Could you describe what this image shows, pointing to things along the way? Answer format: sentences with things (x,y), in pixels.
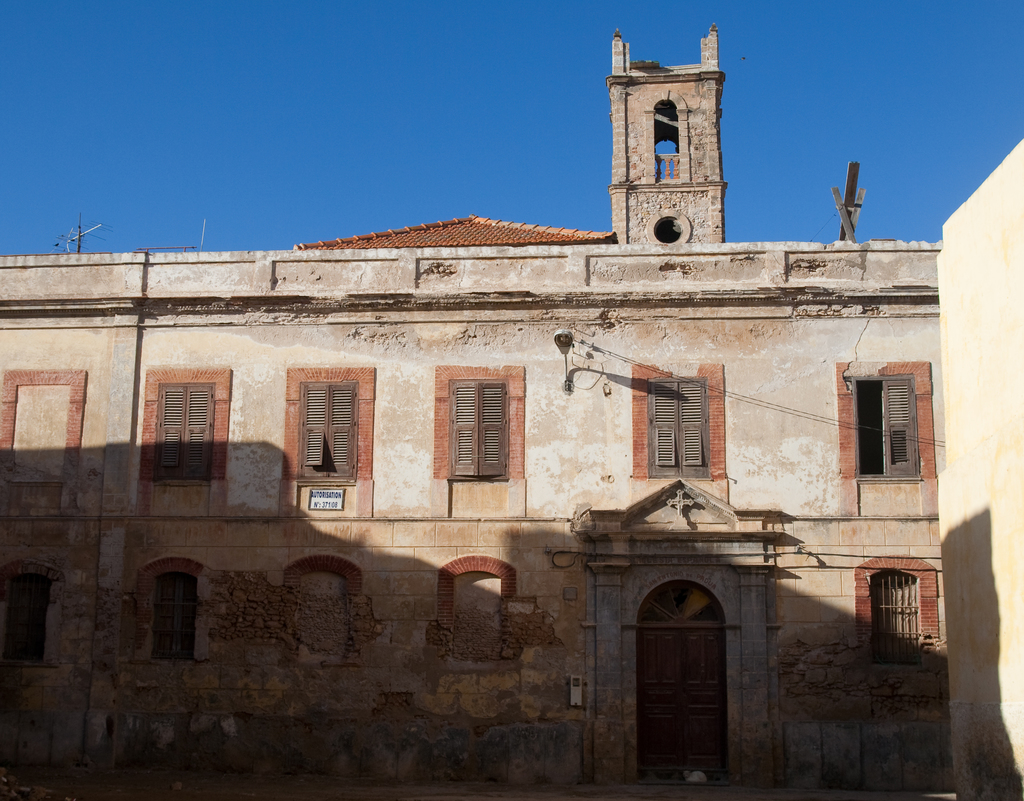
In this picture I can see a building (229,445), board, light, pole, and in the background (480,68) there is sky (757,56).
